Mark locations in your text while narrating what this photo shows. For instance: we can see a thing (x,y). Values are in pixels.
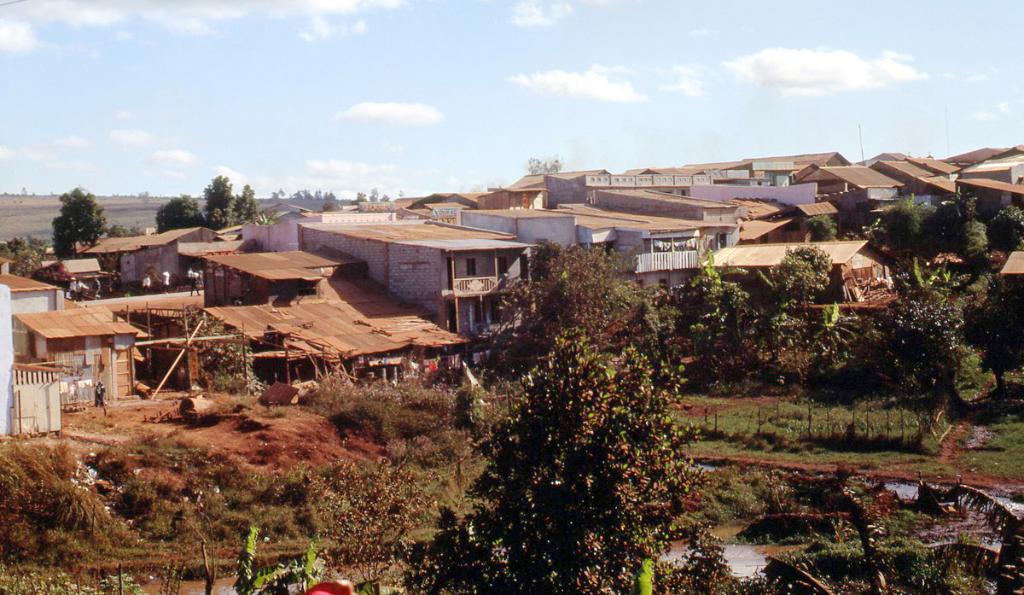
In this picture we can see there are trees (574,275), houses (314,300) and some people (147,279) on the path (148,295). Behind the houses (578,209) there is a sky (477,111).
